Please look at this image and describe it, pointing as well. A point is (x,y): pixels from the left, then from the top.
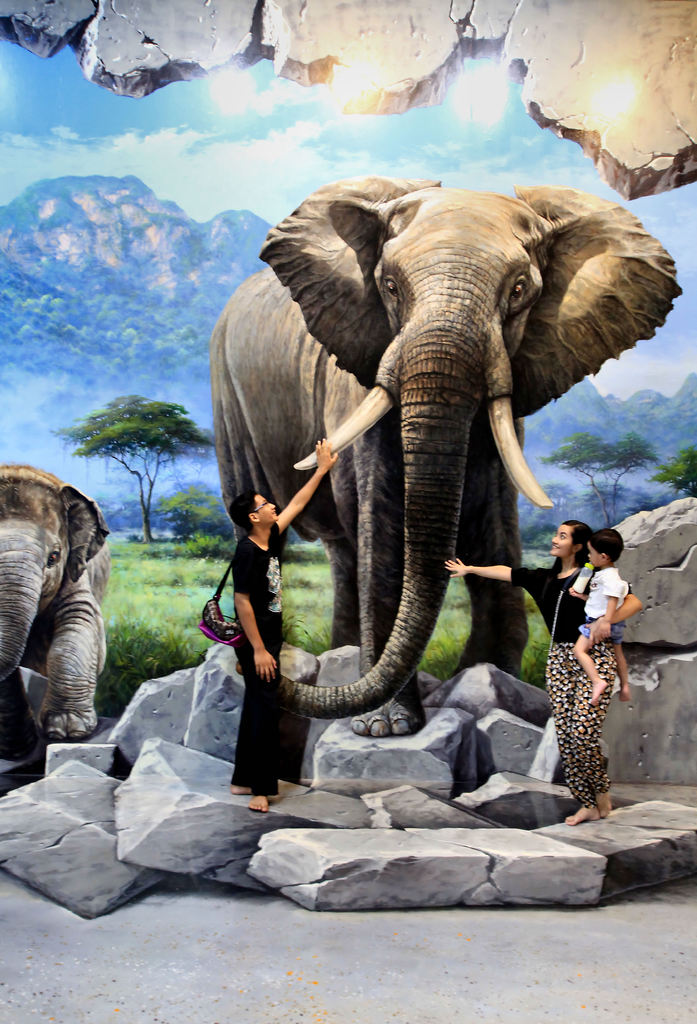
In this picture, the sky (104,115) is blue and cloudy. There is a mountain (125,243) and a tree (142,442). There is some grass (153,596). To the left (54,556) side, elephant (48,560) is there. In the middle (341,347) there is another elephant (358,412), a man (260,587) wearing a bag (232,629) is holding the tusk (339,438) of an elephant (333,445). To the right side (553,575), there is a woman (553,587) who is holding the trunk (438,546) of an elephant (437,555) and she is catching a boy (601,600) who is holding a bottle (586,576).
